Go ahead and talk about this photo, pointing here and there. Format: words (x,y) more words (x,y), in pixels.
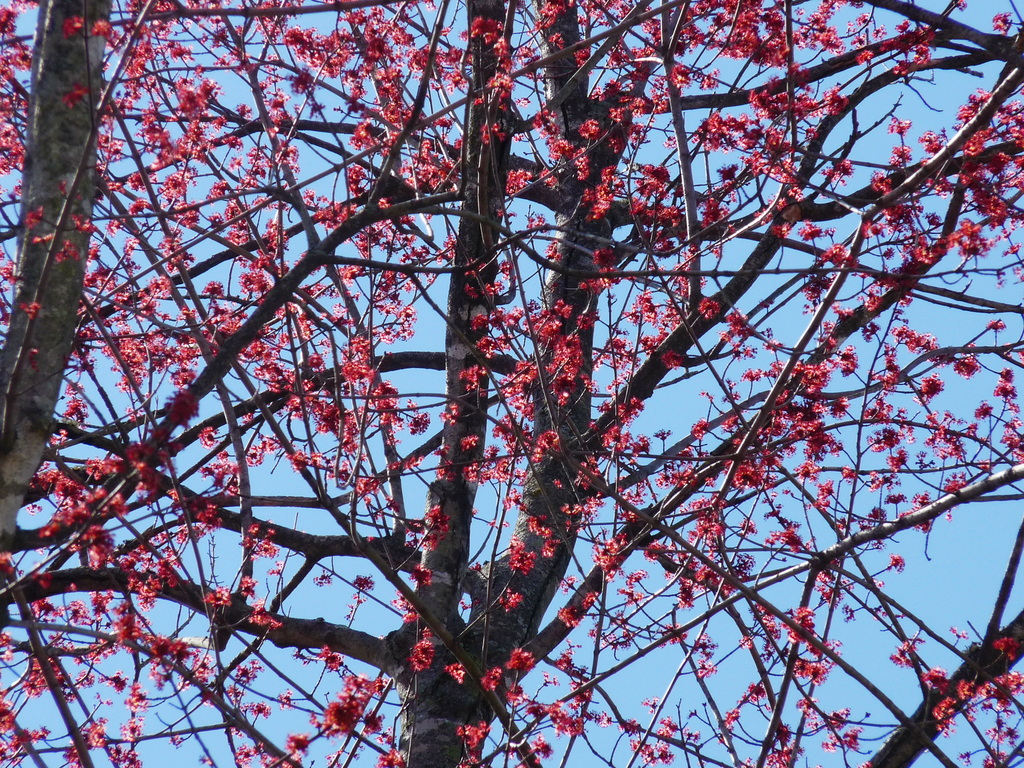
In this picture we can observe a tree (582,420). There are red color flowers (358,187) to this tree (567,529). In the background (325,163) there is sky (423,280).
